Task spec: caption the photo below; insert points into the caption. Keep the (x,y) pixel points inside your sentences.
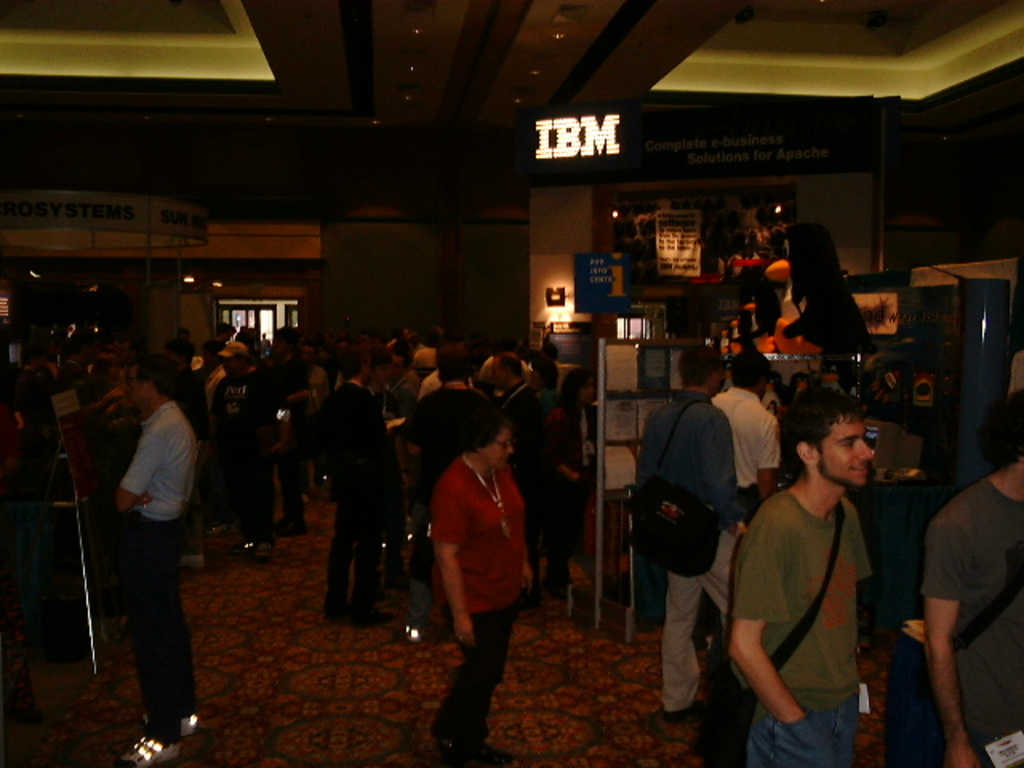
In this image there are group of persons (427,514) standing and walking. In the background (30,222) there are boards (664,236) with some text (670,265) written on it and there are lights (547,294) and there is a window (254,319).
